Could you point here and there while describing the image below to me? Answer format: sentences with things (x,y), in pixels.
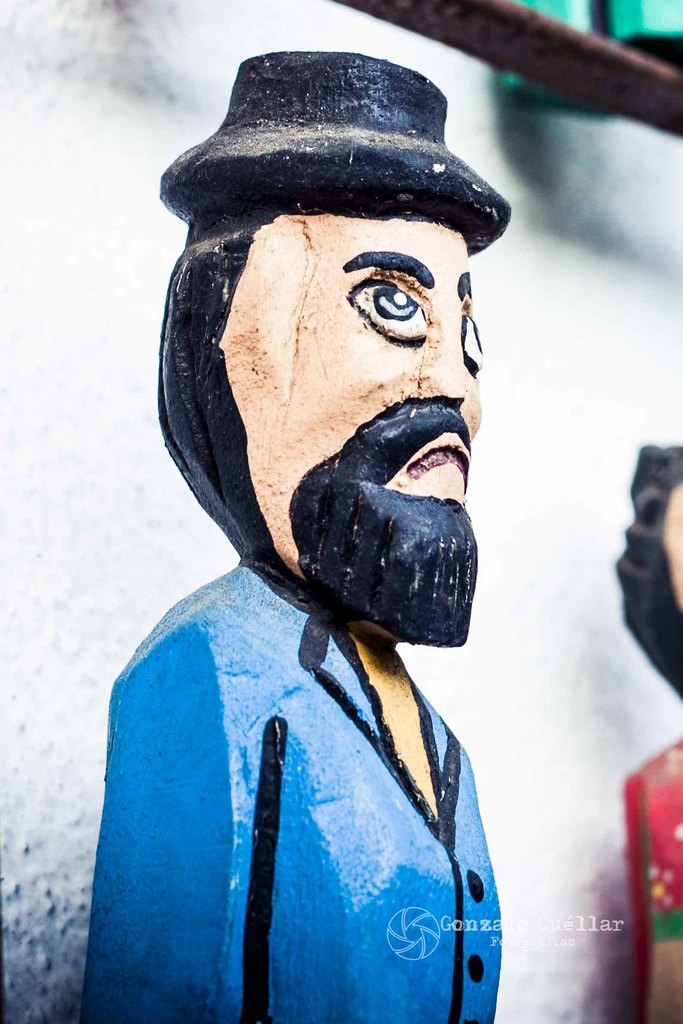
In this picture there is a statue (340,596) of a person (334,963). On the right (635,595) there is another statue (664,887). The background (10,745) is a white wall (570,227). At the top (567,57) there is a iron bar (579,66).
